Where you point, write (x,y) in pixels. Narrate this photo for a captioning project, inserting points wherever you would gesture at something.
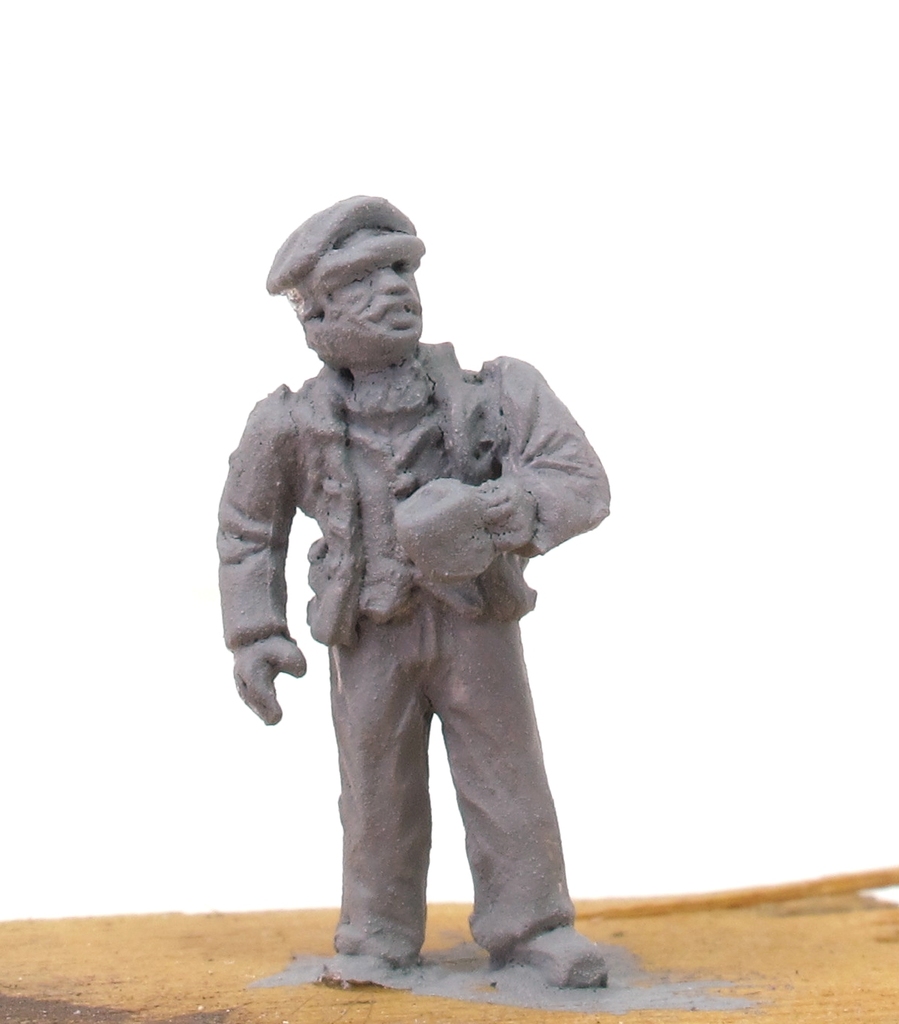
In the foreground of this image (421,867), it seems like a clay statue (519,818) on the surface (757,976) with the white background (722,588).
